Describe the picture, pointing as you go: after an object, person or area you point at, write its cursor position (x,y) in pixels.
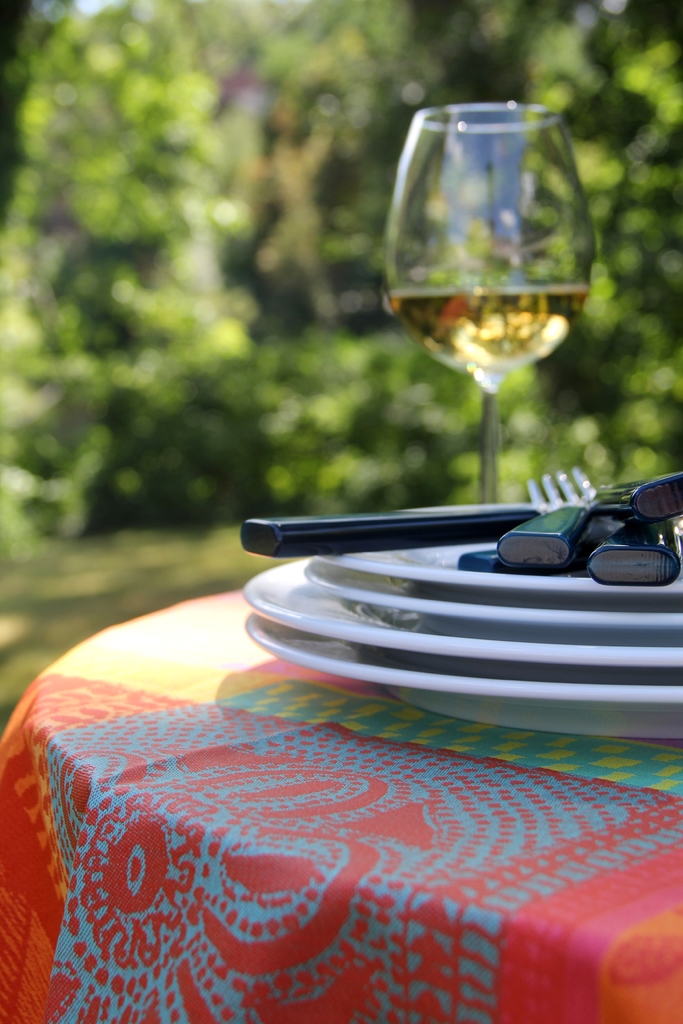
In this image I see 4 plates (435,549), spoons (659,578) and forks (640,553) and a glass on a table (178,865).
